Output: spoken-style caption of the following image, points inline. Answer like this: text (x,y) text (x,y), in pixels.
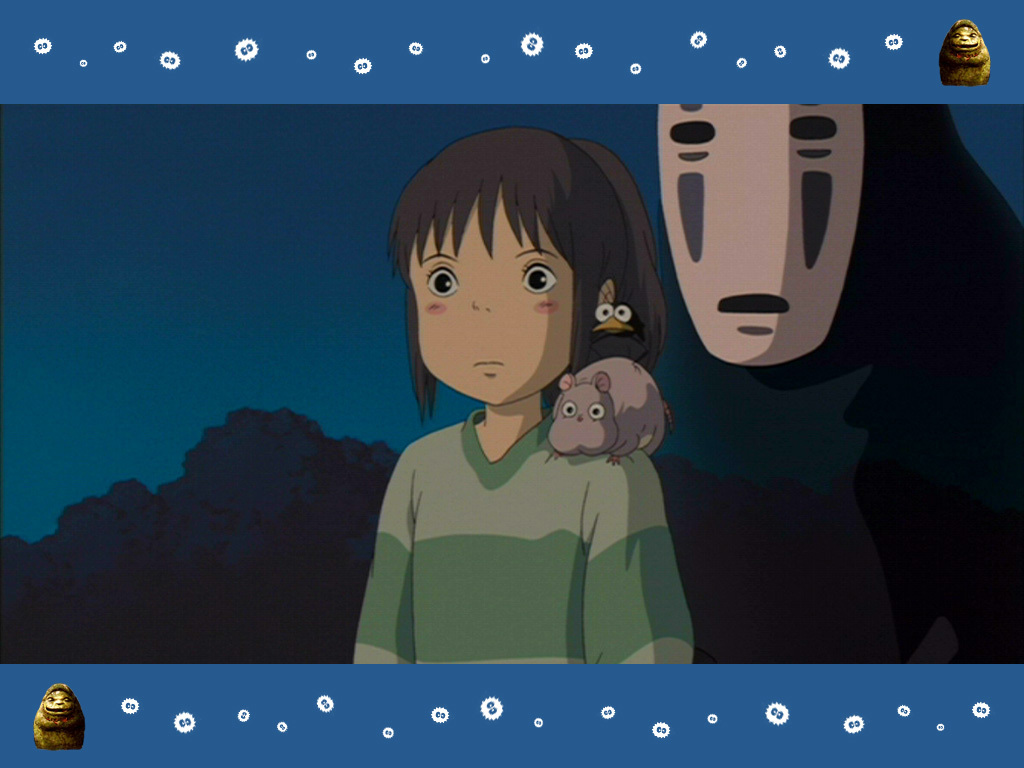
In this image I can see a cartoon character (493,469) of a girl (611,208). I can also see few cartoon characters (592,374) of animals (624,300).
